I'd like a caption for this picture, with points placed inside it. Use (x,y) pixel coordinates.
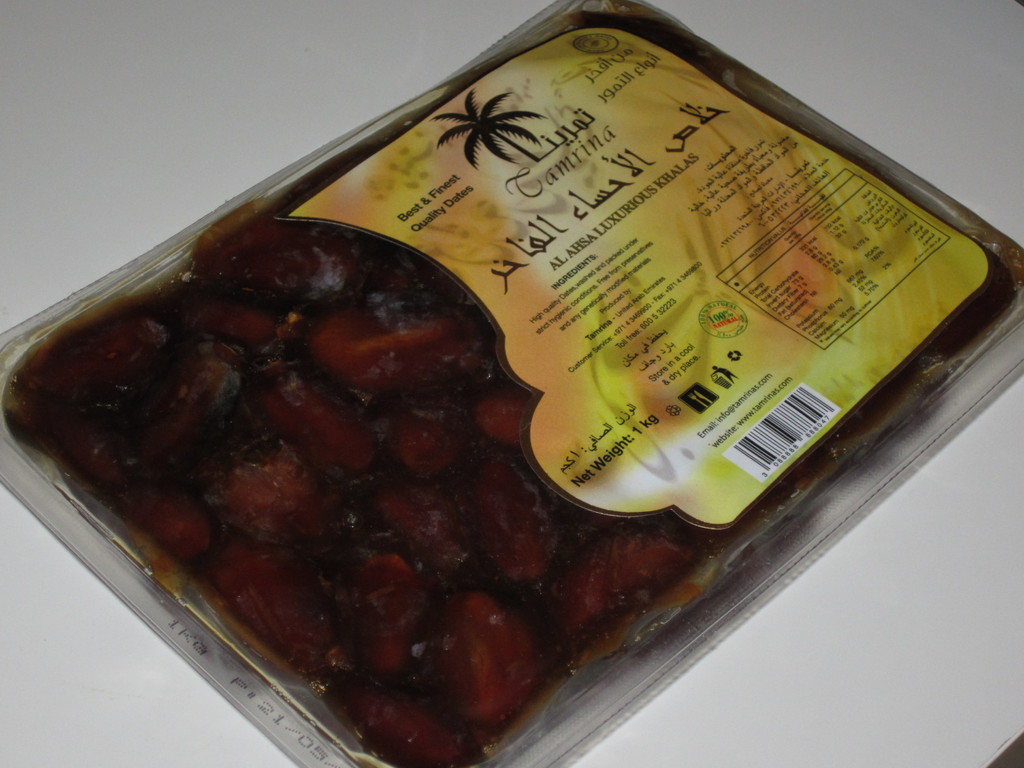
In the image we can see a food item (408,621) wrapped in a cover (408,621). This is a tag (755,374) on the food item (330,445) and a surface (831,633) white in color.
